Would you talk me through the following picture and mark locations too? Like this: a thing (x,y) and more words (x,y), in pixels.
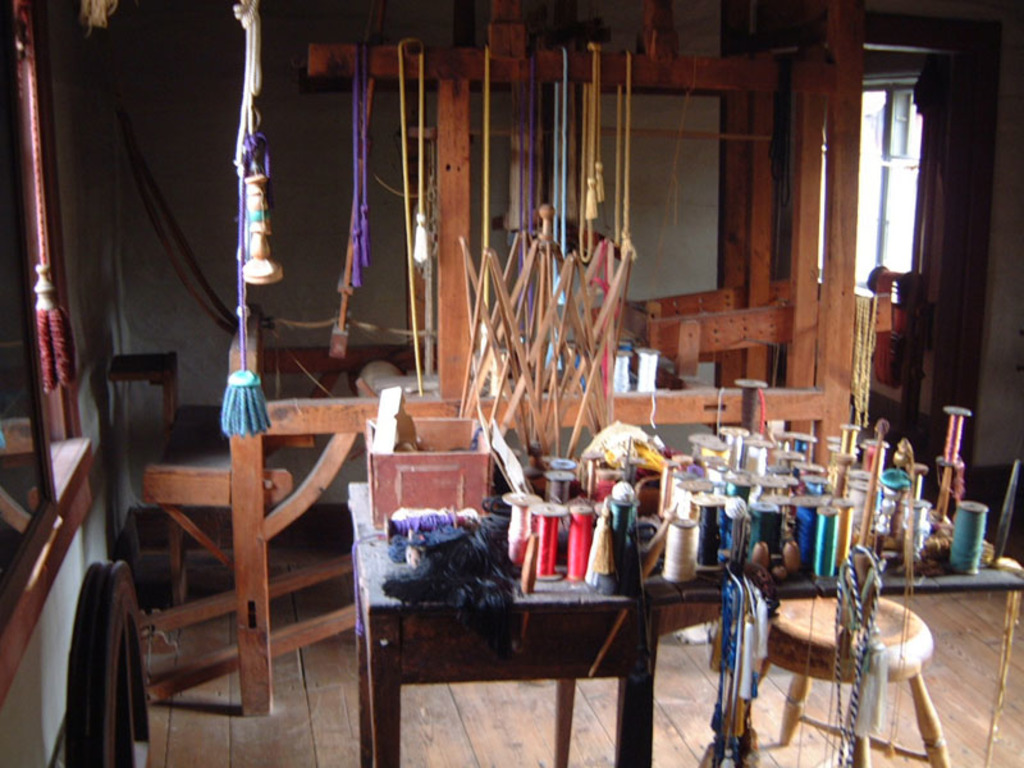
In this image we can see table (807,576) with some objects (507,519) on it. There is a stool (837,614). In the background of the image (211,470) there is a wooden object (212,485). There is wall (677,197). To the right side of the image (867,107) there is a door (934,196), window (891,215). At the bottom of the image (239,738) there is wooden flooring (255,745).
